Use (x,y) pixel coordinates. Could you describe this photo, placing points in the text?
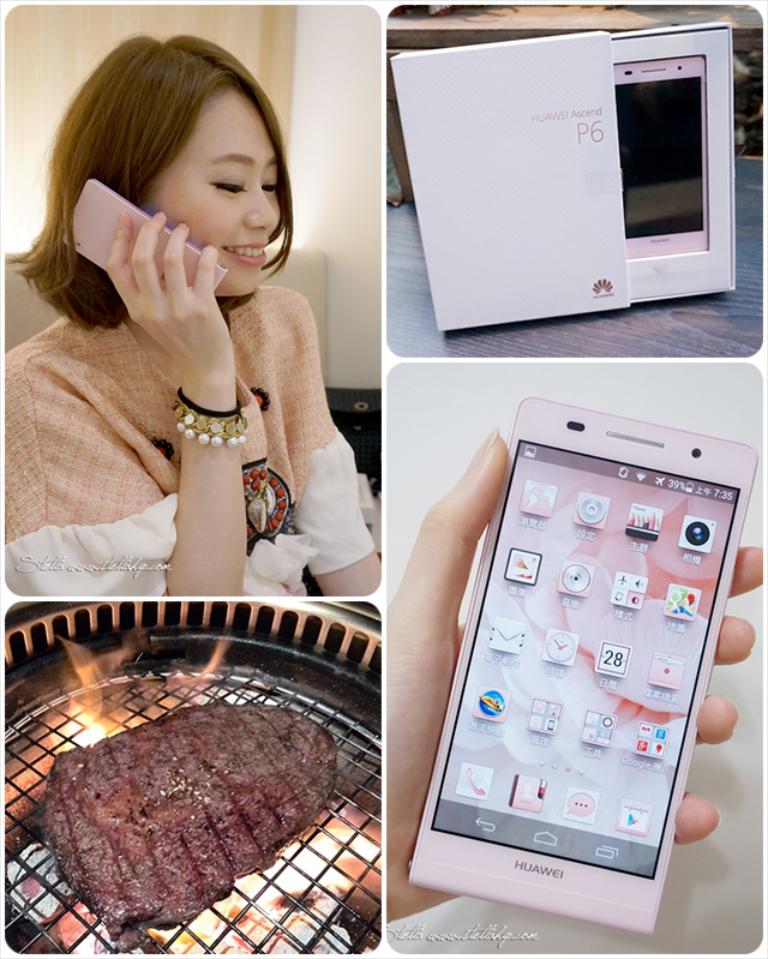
there are 4 images. at the left top (242,250) there is a person (147,251) talking in the phone (112,241). below that there is meat (216,793). at the right top (630,254) there is a phone box (573,216). below that there is a phone (539,695).
